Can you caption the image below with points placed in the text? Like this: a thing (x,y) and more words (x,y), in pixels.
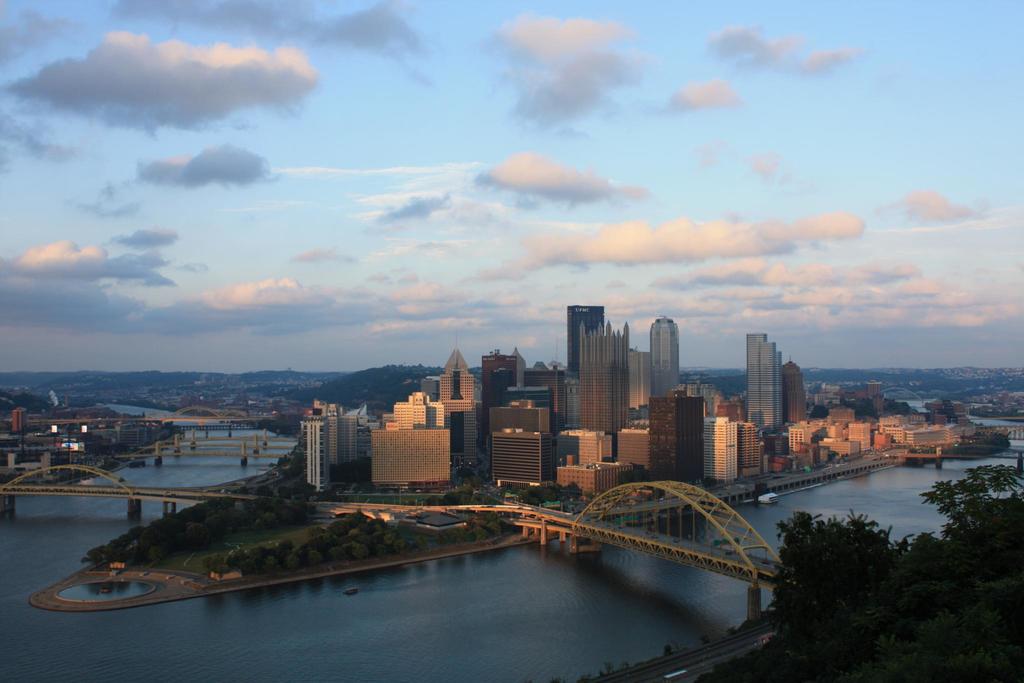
In this image there are bridges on the water (146,516). There are few trees (299,486) and buildings (512,423) are on the land (153,581). There are hills (106,389). Top of image (998,211) there is sky (585,124) with some clouds (572,233). Right bottom there are trees (884,656). Beside there are few vehicles (680,673) on the road (691,663).
